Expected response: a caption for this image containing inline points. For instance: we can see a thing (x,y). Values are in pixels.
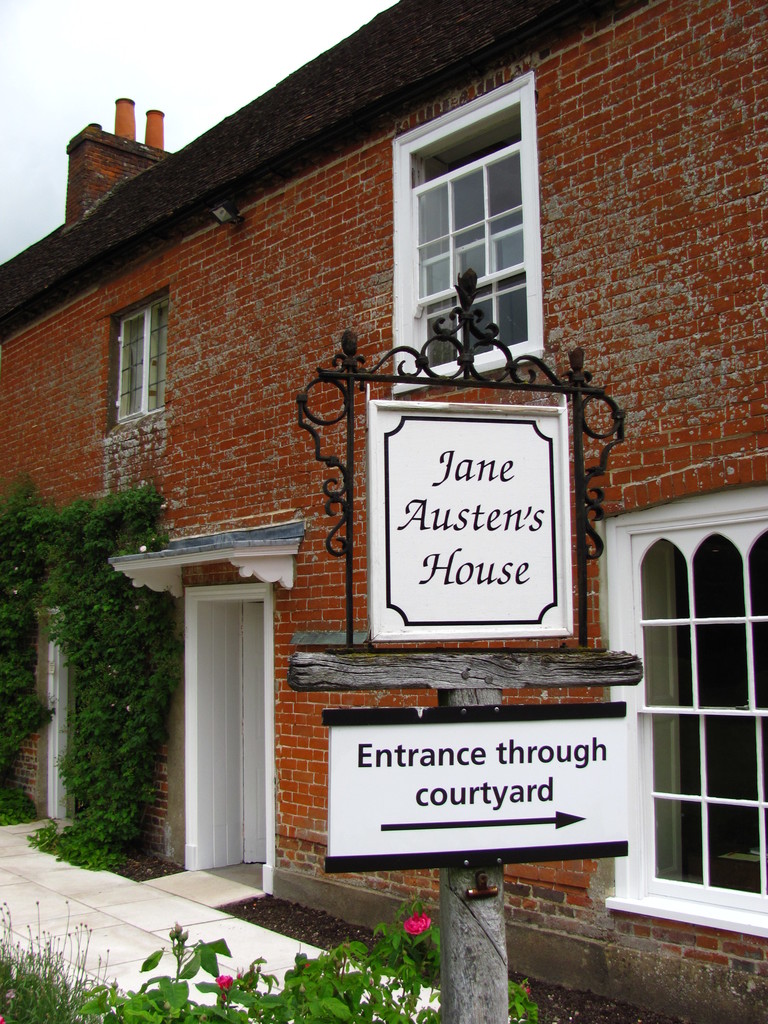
In this image I can see a house (195,415) on the right hand side of the image (579,335) with red color bricks (180,321), some plants (106,670) and a sign board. At the top of the image (166,47) I can see the sky (120,44).
